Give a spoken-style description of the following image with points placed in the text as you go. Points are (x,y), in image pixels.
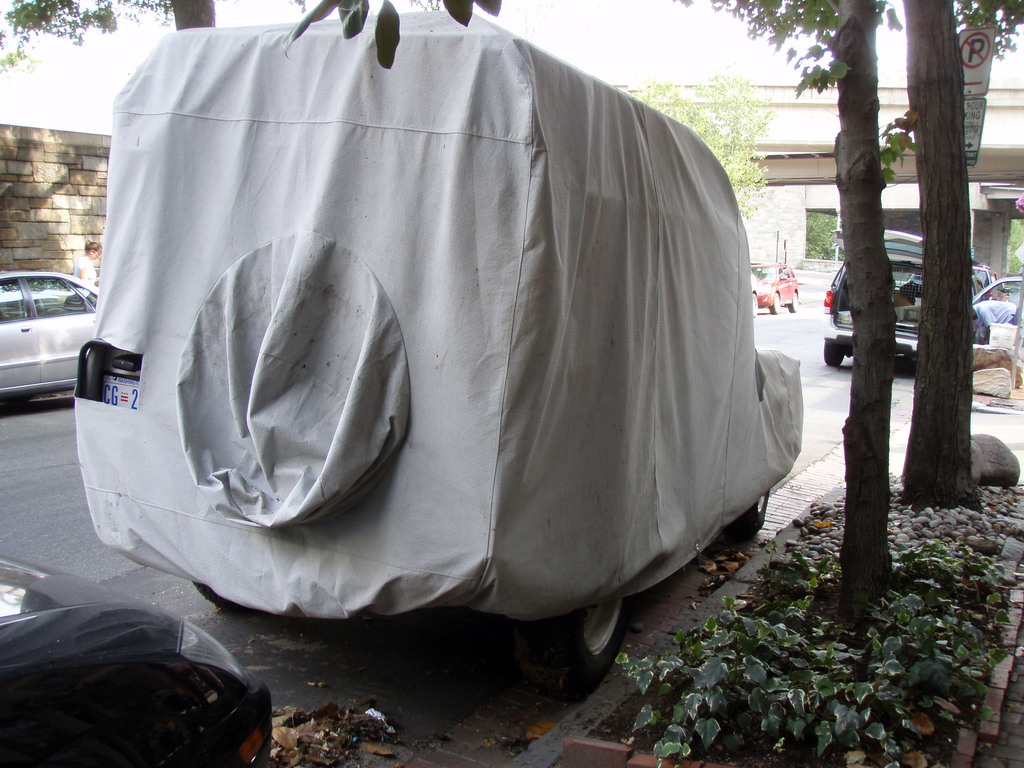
In this image I can see fleets of vehicles (561,364) on the road (830,396), fence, trees (955,349) and boards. In the background (550,24) I can see a bridge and the sky (566,35). This image is taken during a day on the road (60,552).
